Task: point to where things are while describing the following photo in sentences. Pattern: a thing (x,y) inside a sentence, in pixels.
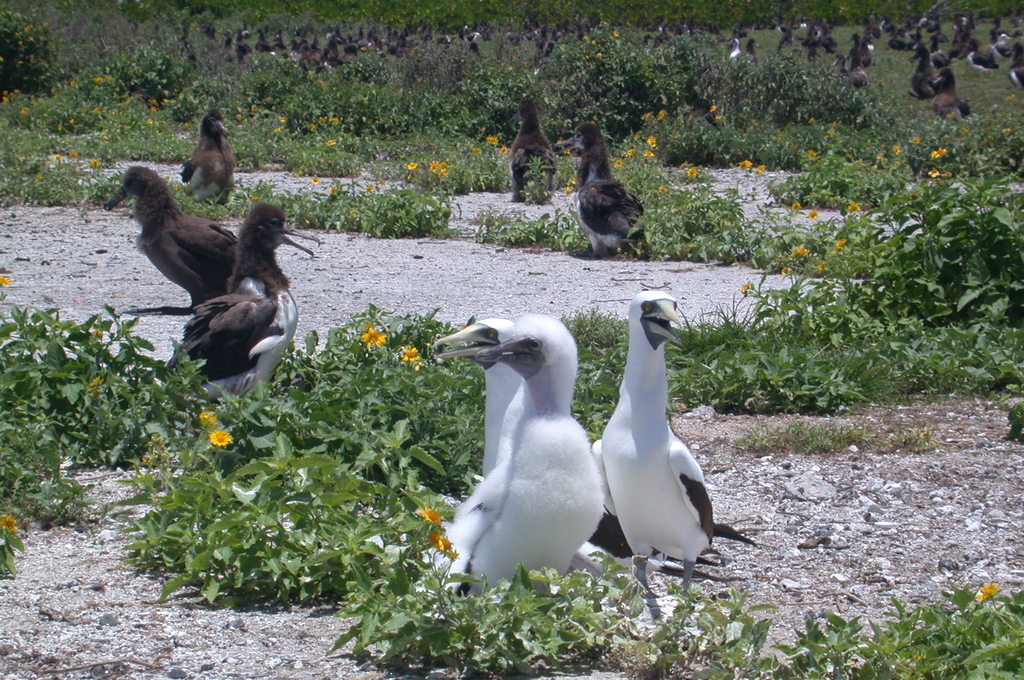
In this picture i can see group of birds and they are white and black in color and i can see plants (655,164) with flowers (367,336).
